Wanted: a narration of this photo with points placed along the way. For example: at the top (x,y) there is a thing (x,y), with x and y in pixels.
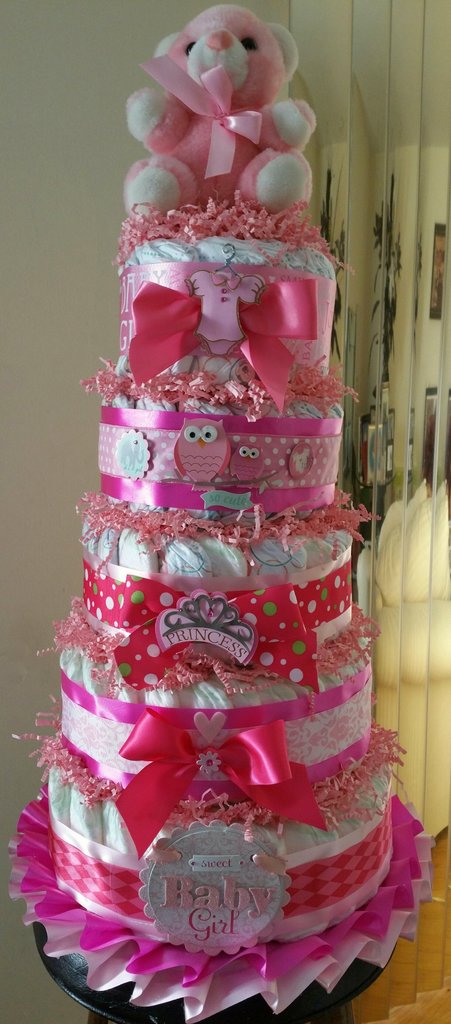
In this picture we can see a cake (248,664). At the top of the cake (233,267) there is a teddy bear (178,74). In the background (138,71) it looks like wall (89,90).
